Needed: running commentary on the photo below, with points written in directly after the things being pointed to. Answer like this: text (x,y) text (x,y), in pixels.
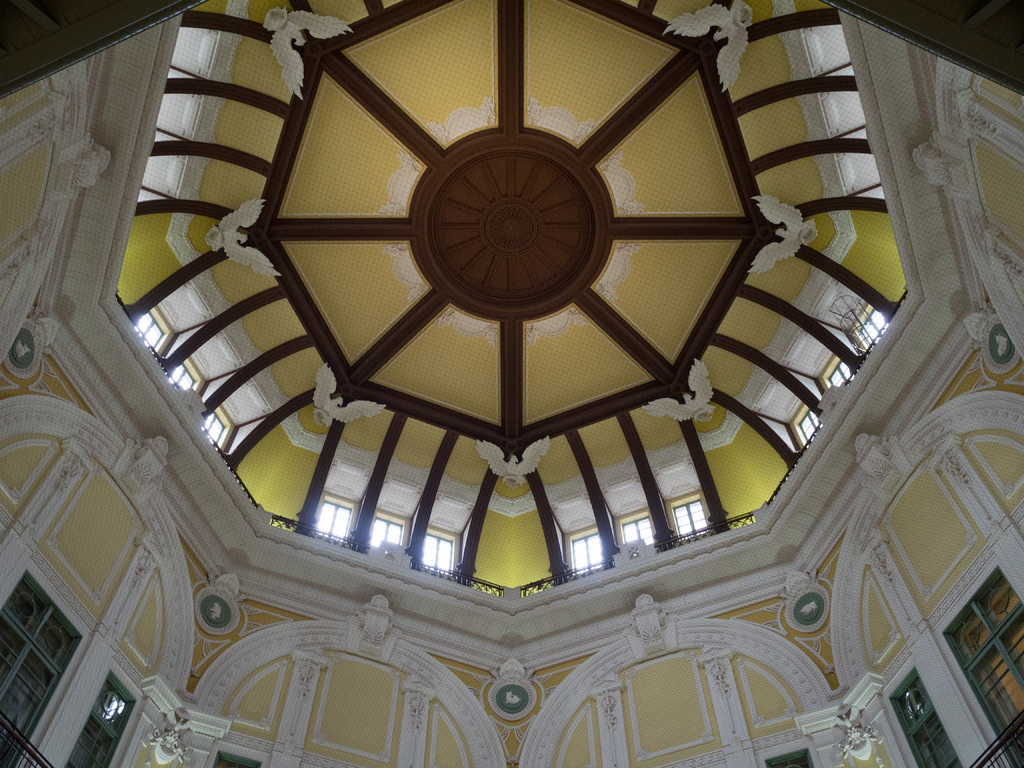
In this picture there is a roof (785,383) with sculptures (278,40), doors (1018,640) and windows (1006,635).
